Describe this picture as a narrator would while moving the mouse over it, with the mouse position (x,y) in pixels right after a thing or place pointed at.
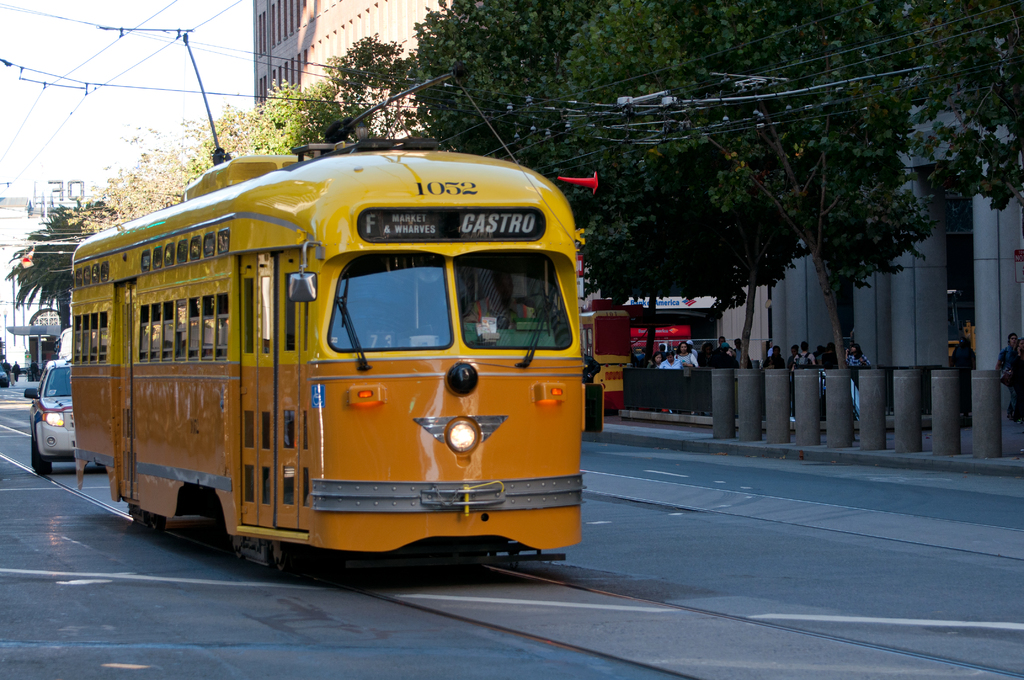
In this image we can see a train (171,337) with windows (171,337) and doors (260,392). Also there is another vehicle (59,412). And there are wires (622,113). On the right side (829,297) there are small poles (829,403), people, trees (682,183) and building (896,310). And also there are pillars (889,279).
